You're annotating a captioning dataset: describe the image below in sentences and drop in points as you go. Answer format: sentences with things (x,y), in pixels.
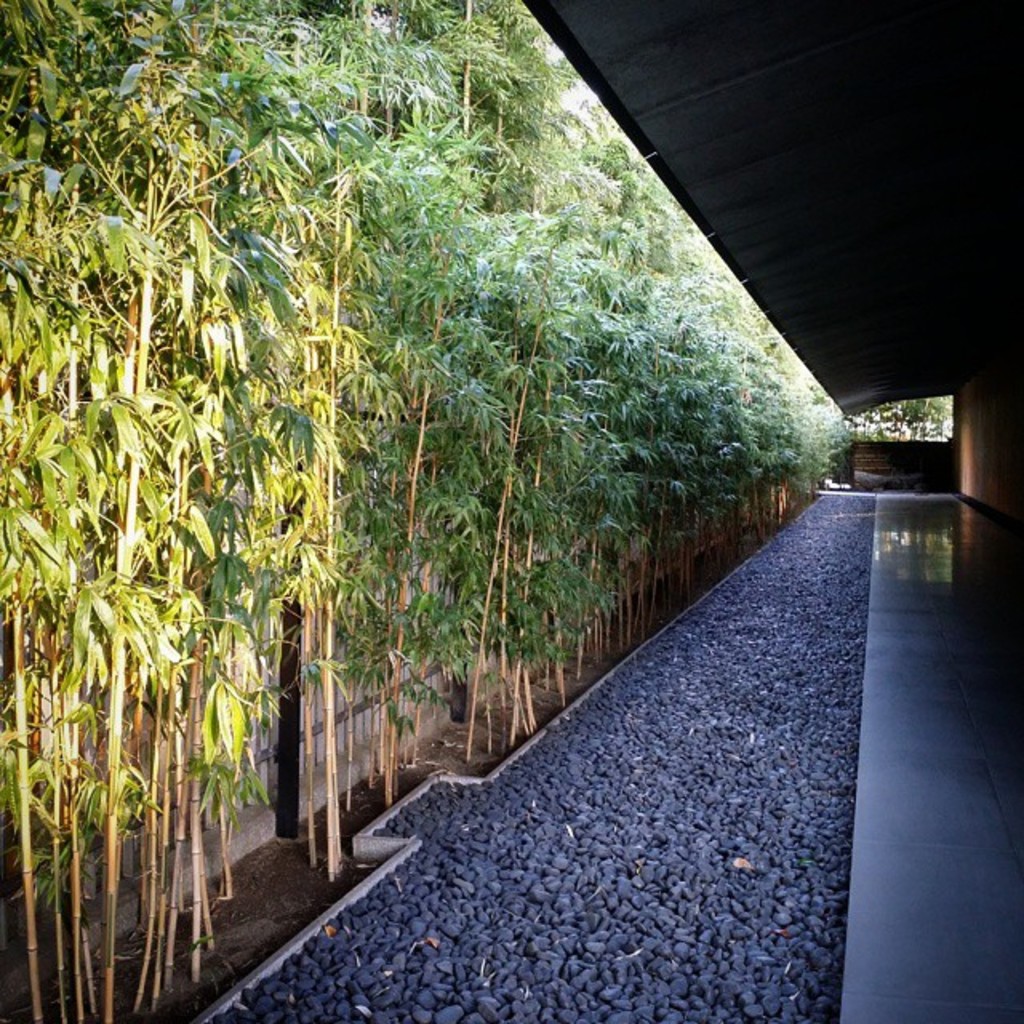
In this image, we can see some bamboo trees (656,399). There are stones (720,686) at the bottom of the image (734,992).
